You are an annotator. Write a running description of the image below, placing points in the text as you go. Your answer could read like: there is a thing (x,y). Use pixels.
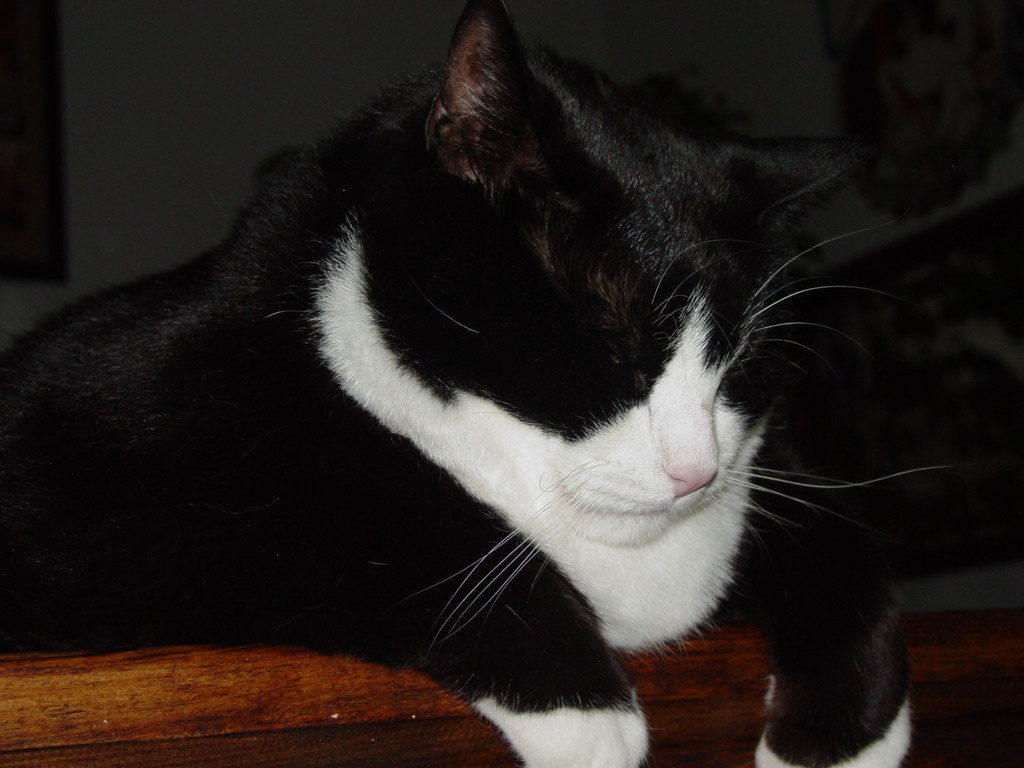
In the foreground of this picture (568,504), there is a cat (460,519) sleeping on a wooden surface (444,712). There is a wall (67,116) in the background (115,99).
